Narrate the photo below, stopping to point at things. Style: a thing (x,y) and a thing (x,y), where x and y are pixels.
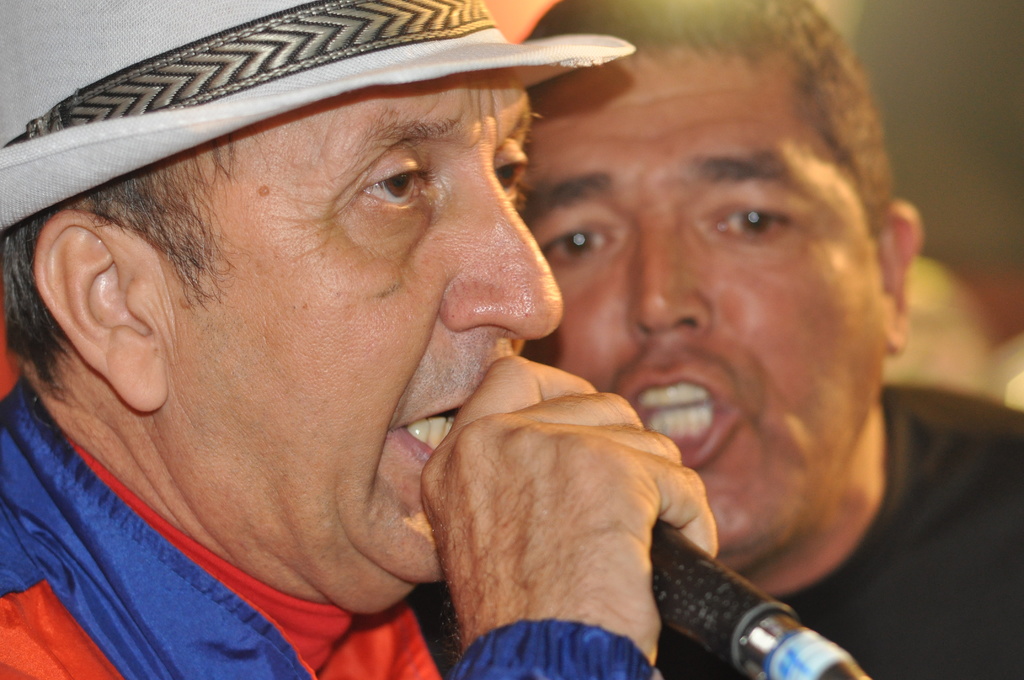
in this picture there are two persons (386,333) together, one person (416,413) is talking in microphone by catching it with his hand (519,451).
